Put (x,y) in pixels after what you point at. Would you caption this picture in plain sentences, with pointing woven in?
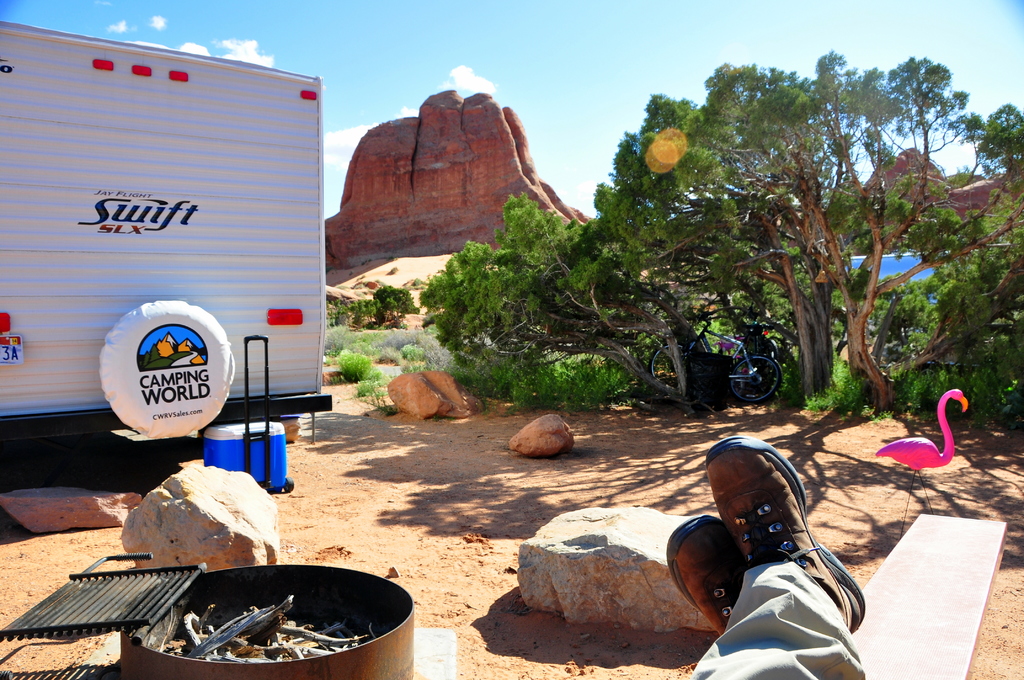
In this image I can see the legs (798,581). I can see the big stones (547,437). On the left side (179,295) I can see a vehicle (198,325). In the background (596,292), I can see the trees (615,225) and clouds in the sky (478,79).
